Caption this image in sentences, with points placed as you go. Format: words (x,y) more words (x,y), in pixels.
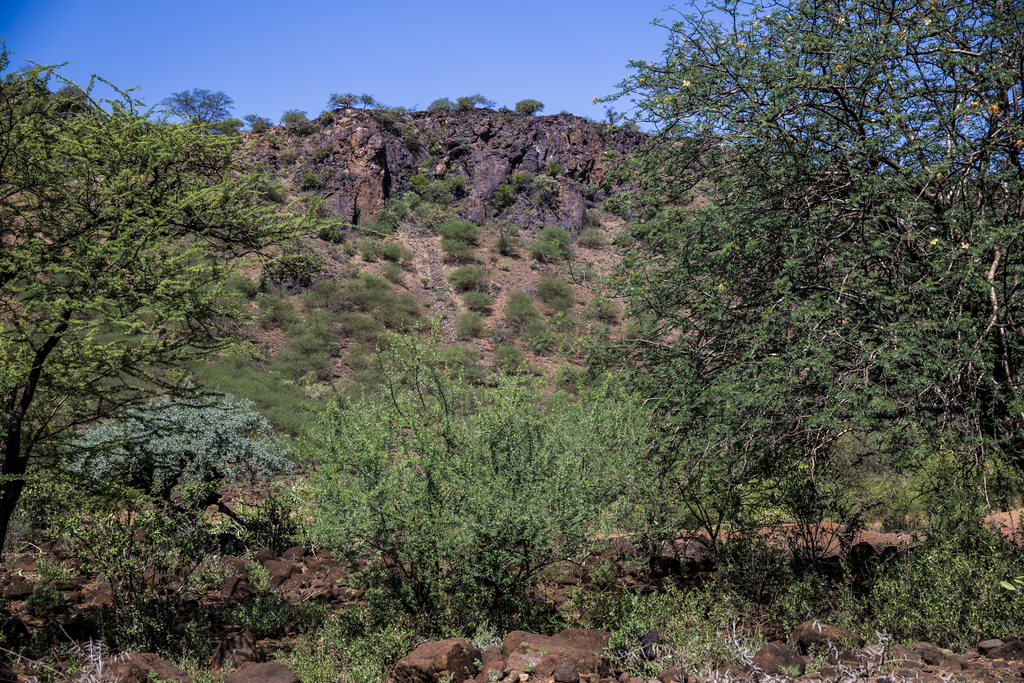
In this image we can see a group of plants (628,450), trees (829,484) and some stones (562,584) on the hill (608,233). We can also see the sky (406,46) which looks clear.
